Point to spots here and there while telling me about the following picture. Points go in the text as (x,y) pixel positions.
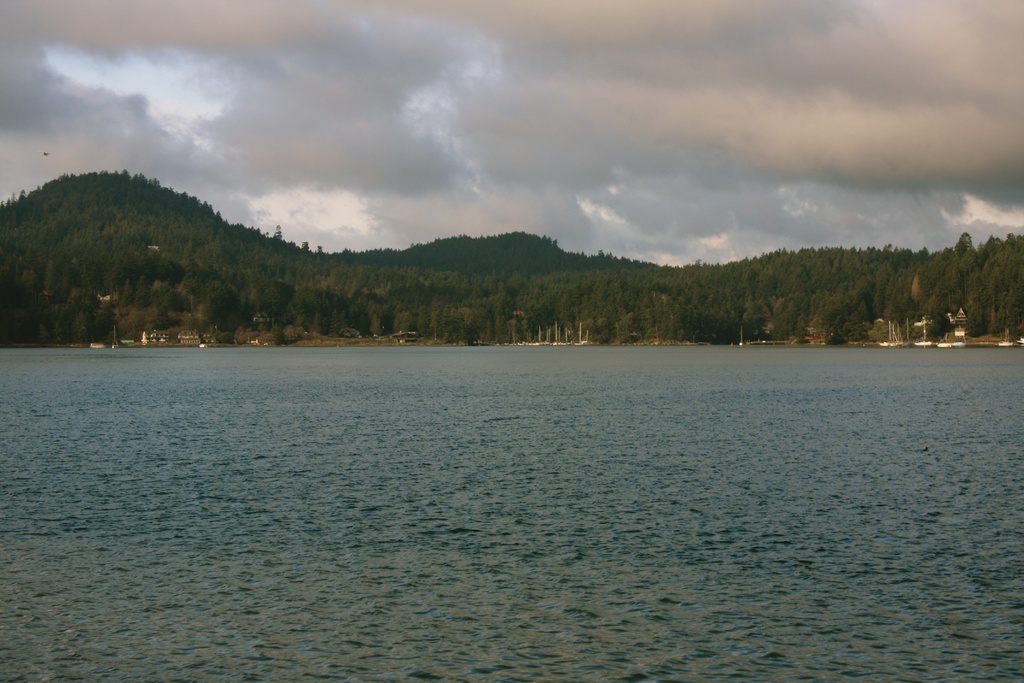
As we can see in the image there is water (465,478), trees (362,293), hills (448,275), buildings (181,336), sky (535,91) and clouds (330,101).
